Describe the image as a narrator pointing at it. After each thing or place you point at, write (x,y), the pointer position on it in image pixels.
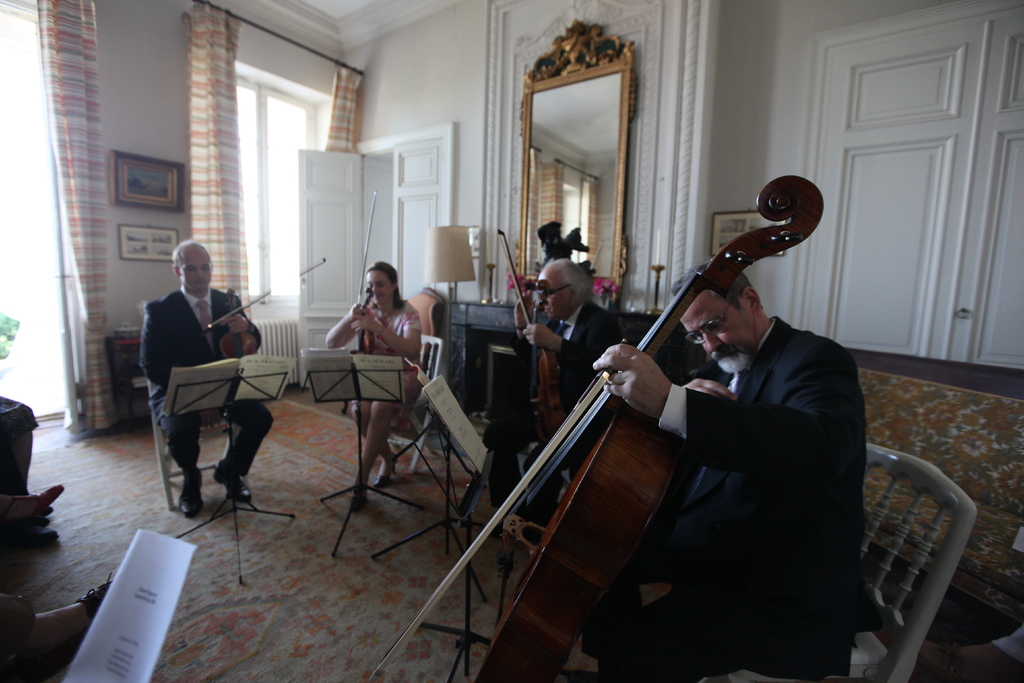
In the image we can see there are people (736,589) who are sitting and they are holding a violin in their hand (349,316).
